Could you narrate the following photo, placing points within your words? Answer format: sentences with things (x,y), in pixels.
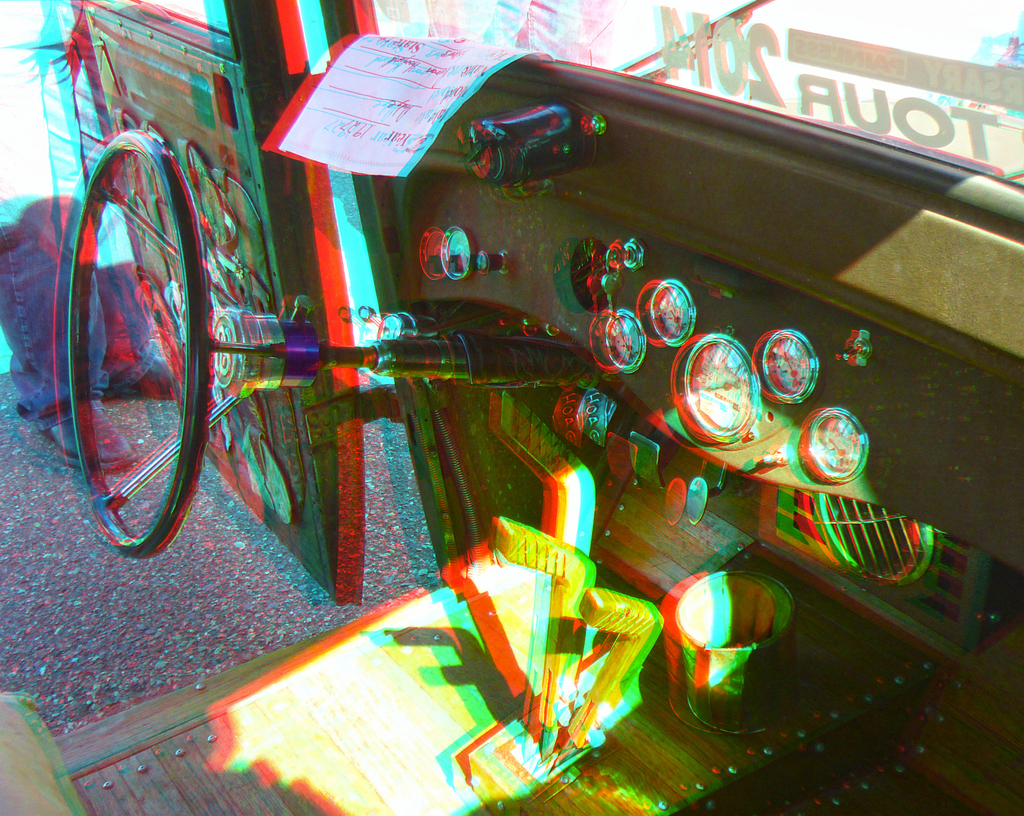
In this image we can see an inside of a vehicle (541,390). At the top (407,84) we can see a paper (492,67) and a glass (758,59). On the glass (755,44) and paper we can see the text (813,53). On the left side (55,421), we can see the legs (124,273) of a person (66,384).
